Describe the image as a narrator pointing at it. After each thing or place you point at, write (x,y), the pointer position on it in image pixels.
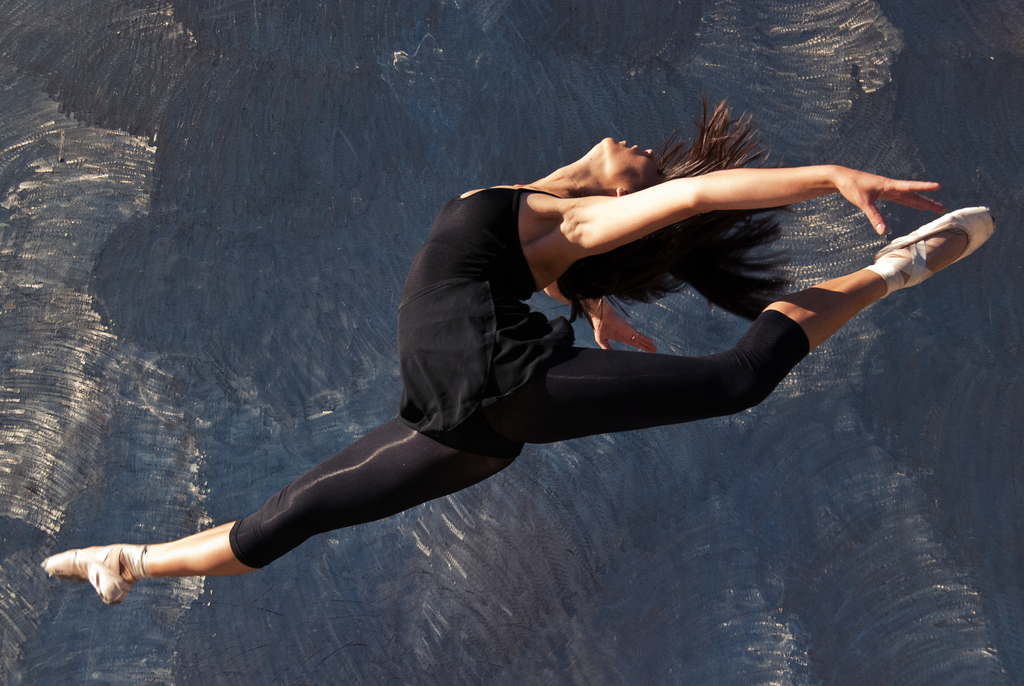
In this image there is a woman (430,384) performing stunt.
